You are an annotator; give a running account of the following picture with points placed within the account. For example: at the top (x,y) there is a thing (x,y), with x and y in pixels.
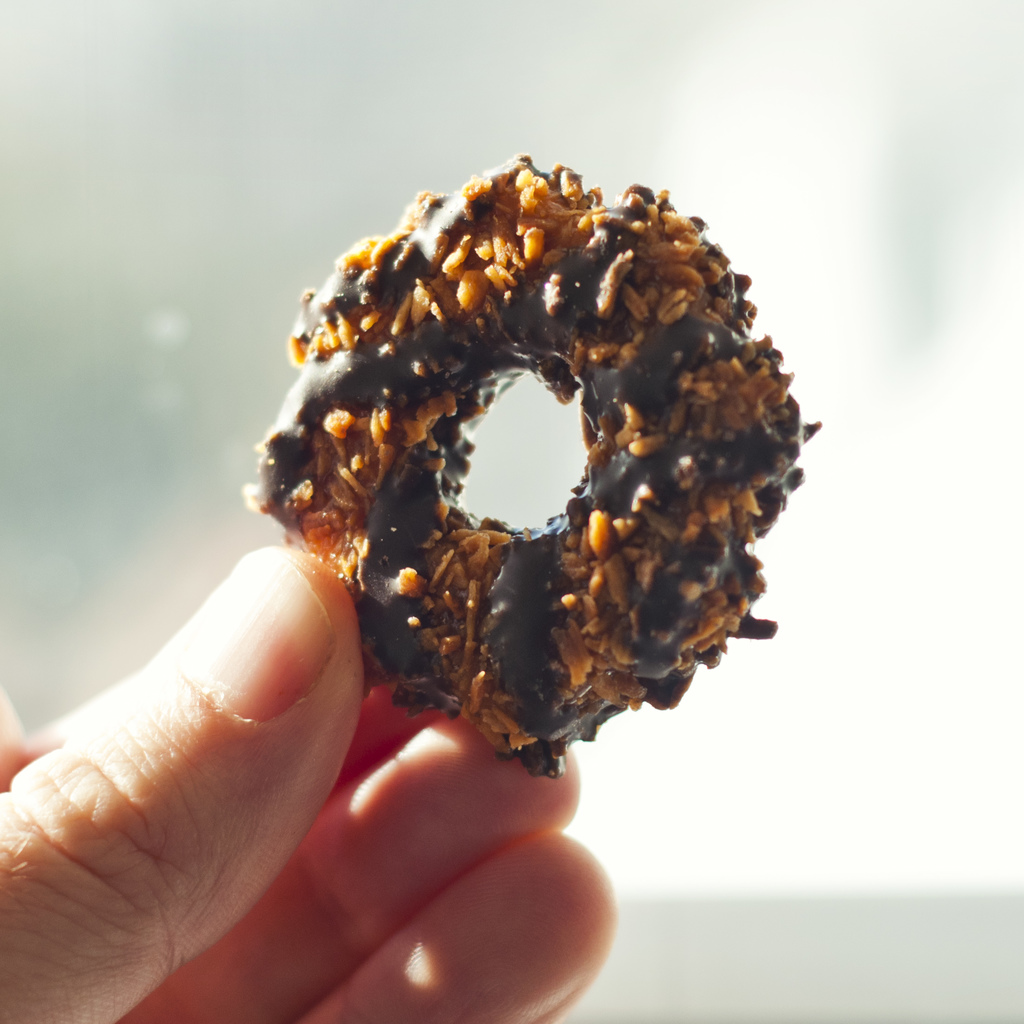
In this image I see a person's hand (218,750) who is holding a donut (404,402) and I see that it is white in the background (667,4).
